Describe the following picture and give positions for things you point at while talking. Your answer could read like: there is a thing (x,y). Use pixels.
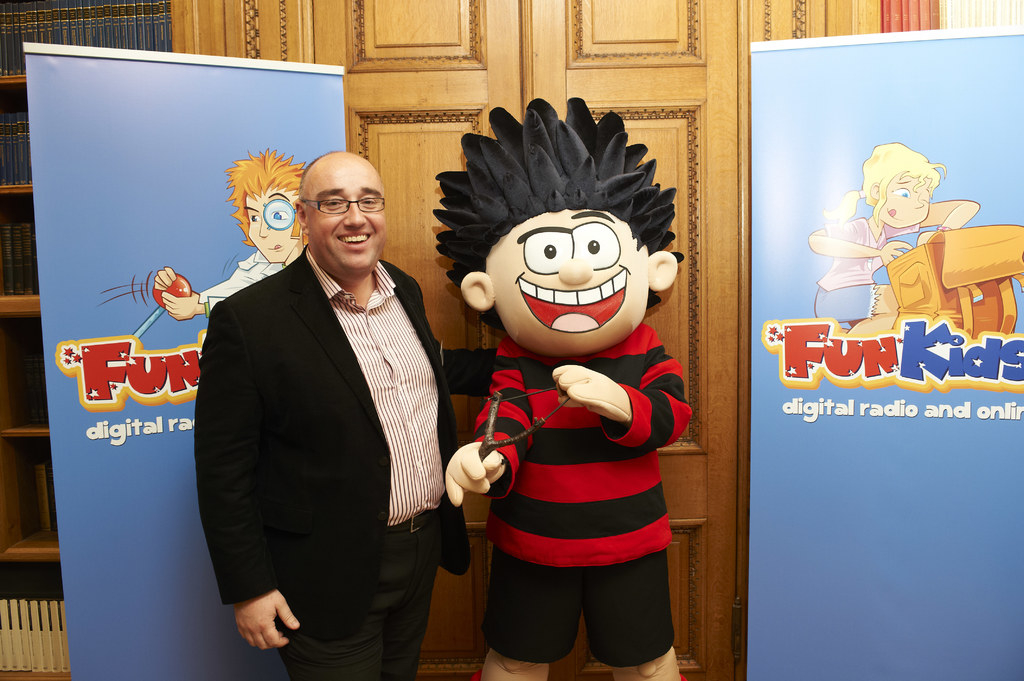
In this image in the front (370,381) there is a man (356,462) standing and smiling and there is the person (582,501) wearing costume of cartoon (576,463) and there are boards (123,355) with some text (822,351) and images (884,313) on it. In the background (502,39) there is a door (594,31) and there is a shelf (14,215) and in the shelf (23,225) there are books (22,36).
